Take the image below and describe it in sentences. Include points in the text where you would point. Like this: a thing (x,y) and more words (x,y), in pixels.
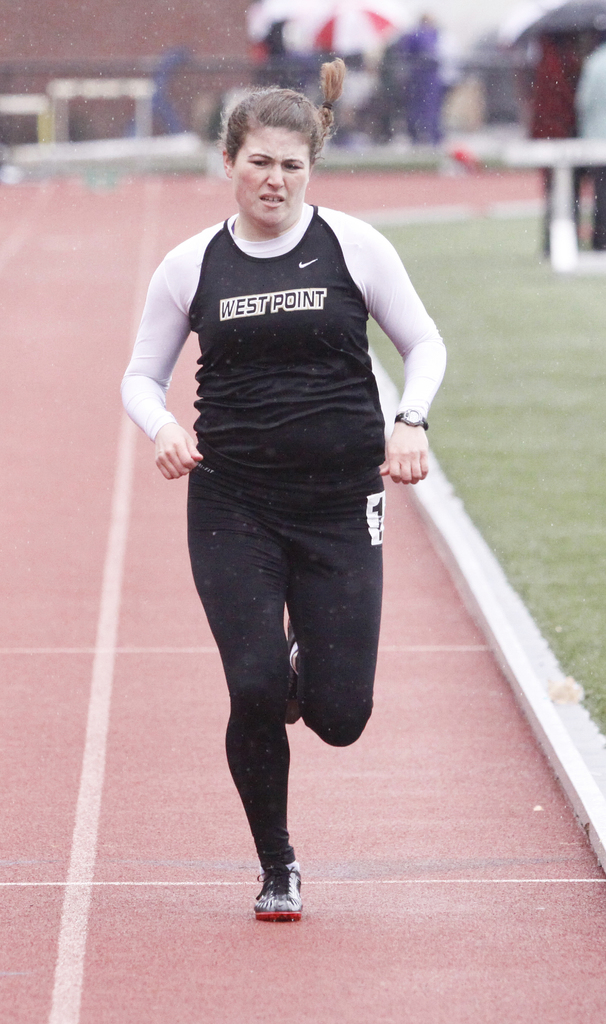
In this image we can see one woman (264,155) running, some people (540,97) are standing on the ground (578,301), some poles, some umbrellas (297,15), one big wall (99,77), some objects (146,88) on the surface (363,931) and some green grass (546,336) on the ground (473,187).
